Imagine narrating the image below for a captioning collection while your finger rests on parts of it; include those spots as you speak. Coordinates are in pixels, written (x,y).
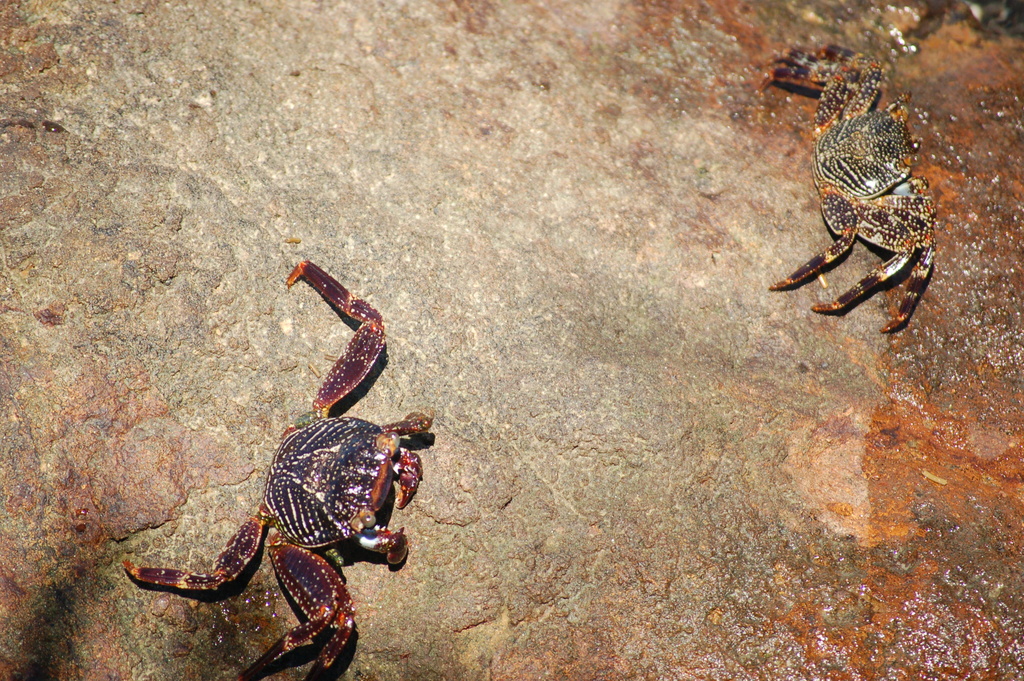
In this image we can see crabs (353,621) on the ground (424,491).
